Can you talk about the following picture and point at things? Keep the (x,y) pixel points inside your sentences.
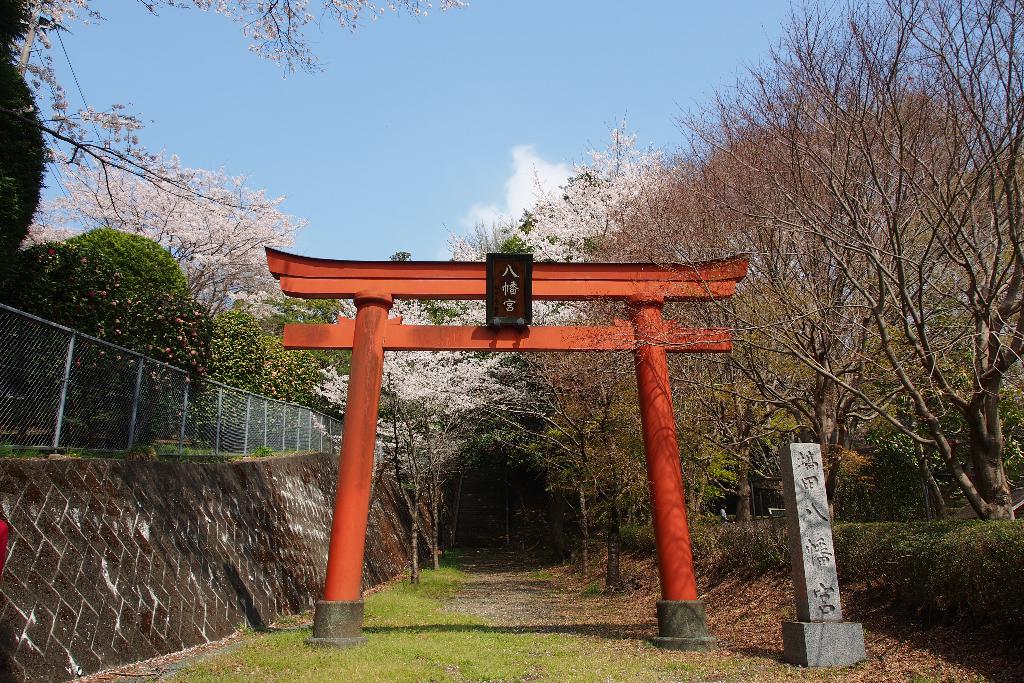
As we can see in the image there are trees (626,254), flowers (253,244), grass (408,662) and fence (258,444). On the top (388,69) there is a sky (388,69).
